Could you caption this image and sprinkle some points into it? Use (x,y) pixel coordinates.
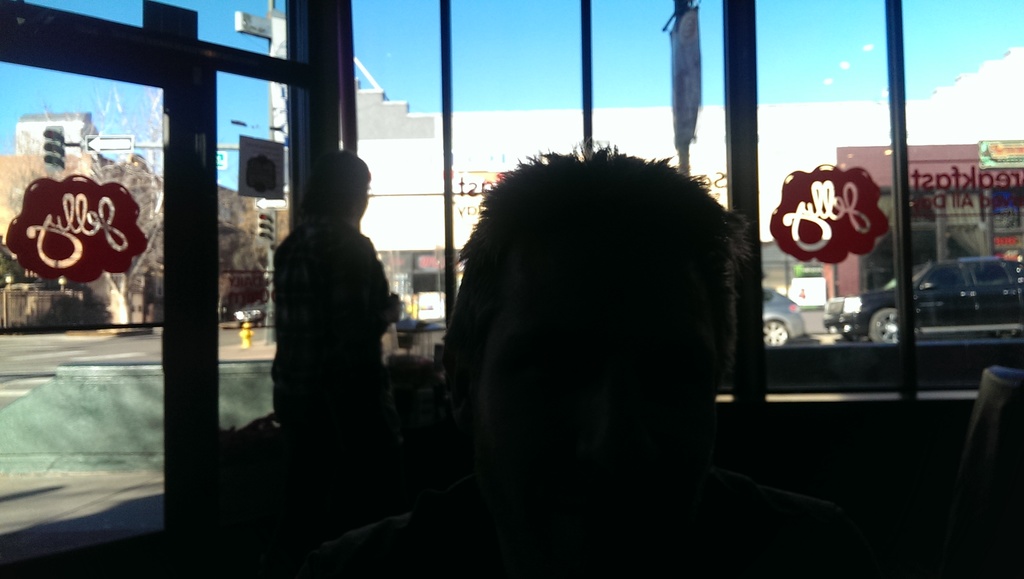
In this image we can see persons (698,324), glasses (88,454) and other objects (1017,374). In the background of the image (376,181) there are some buildings (372,173), vehicles (957,335), the sky (537,91), wall (155,400) and other objects (11,300).
